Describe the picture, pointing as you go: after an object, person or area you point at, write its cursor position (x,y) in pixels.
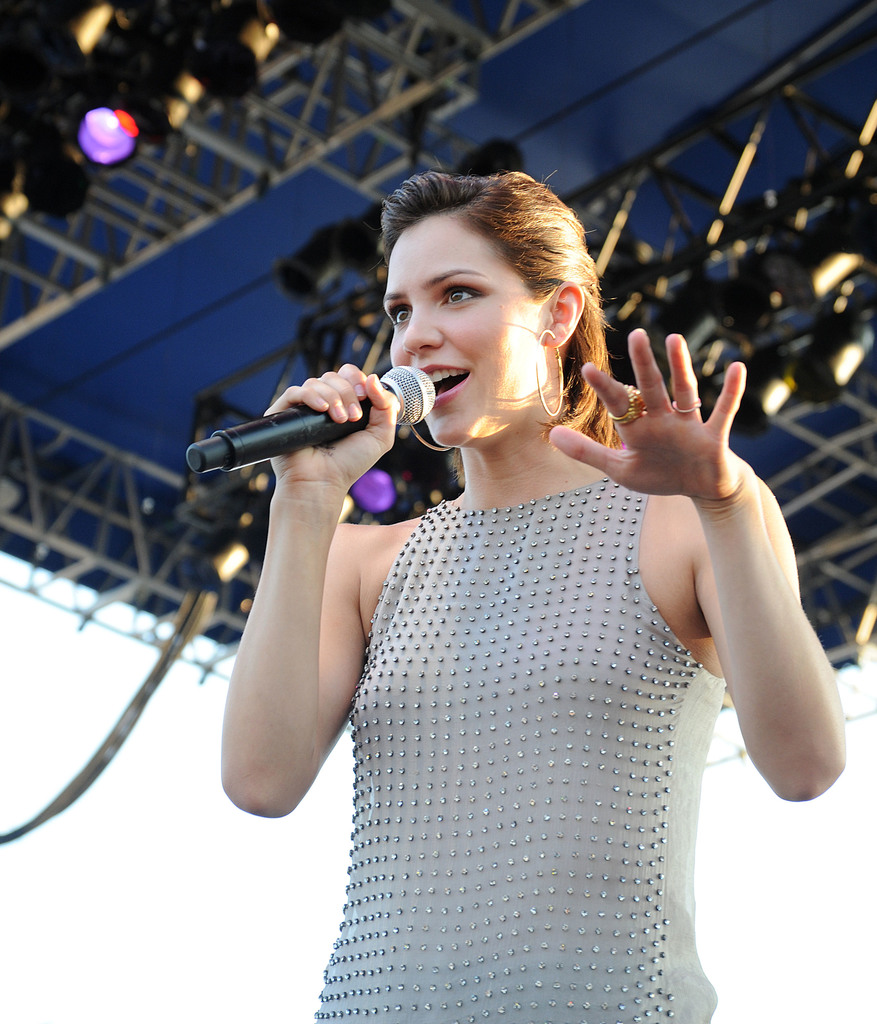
In this image I see a woman (815,645) who is holding a mic (417,378) and she is wearing a white dress (666,1015). In the background (82,24) I see the light (111,11).
